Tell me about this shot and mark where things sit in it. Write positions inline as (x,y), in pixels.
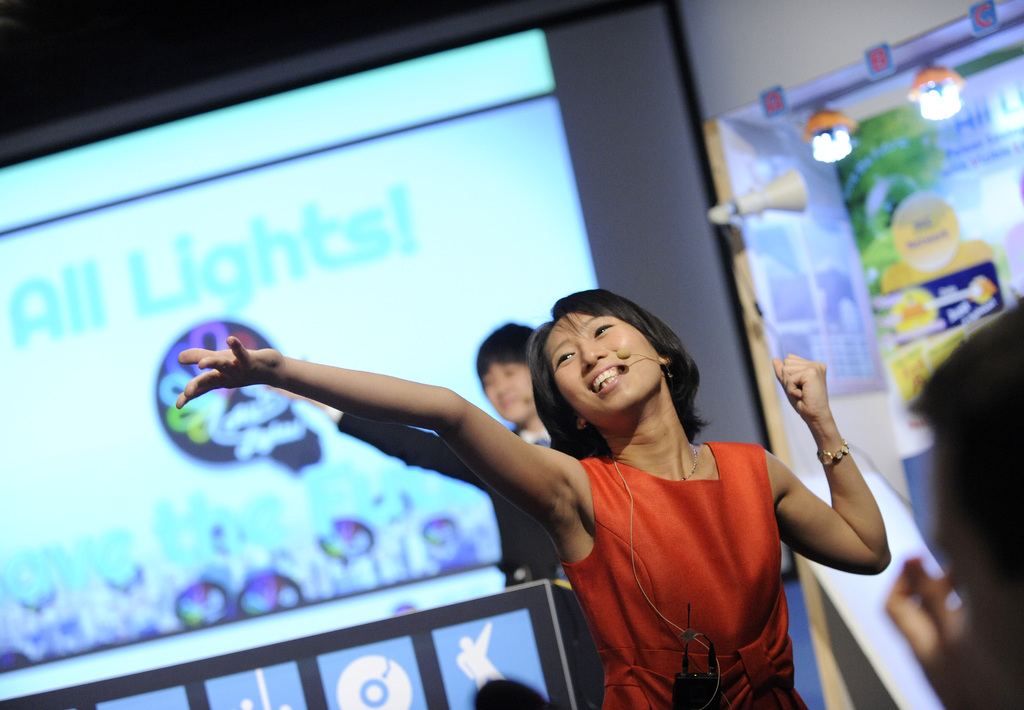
In the foreground of the image (753,705) there is a lady (763,565) wearing orange color dress (726,480). In the background of the image (76,415) there is screen (296,280). To the right side of the image (783,138) there is a banner (798,292). There is a person (952,366). At the top of the image (335,42) there is ceiling (99,28).
